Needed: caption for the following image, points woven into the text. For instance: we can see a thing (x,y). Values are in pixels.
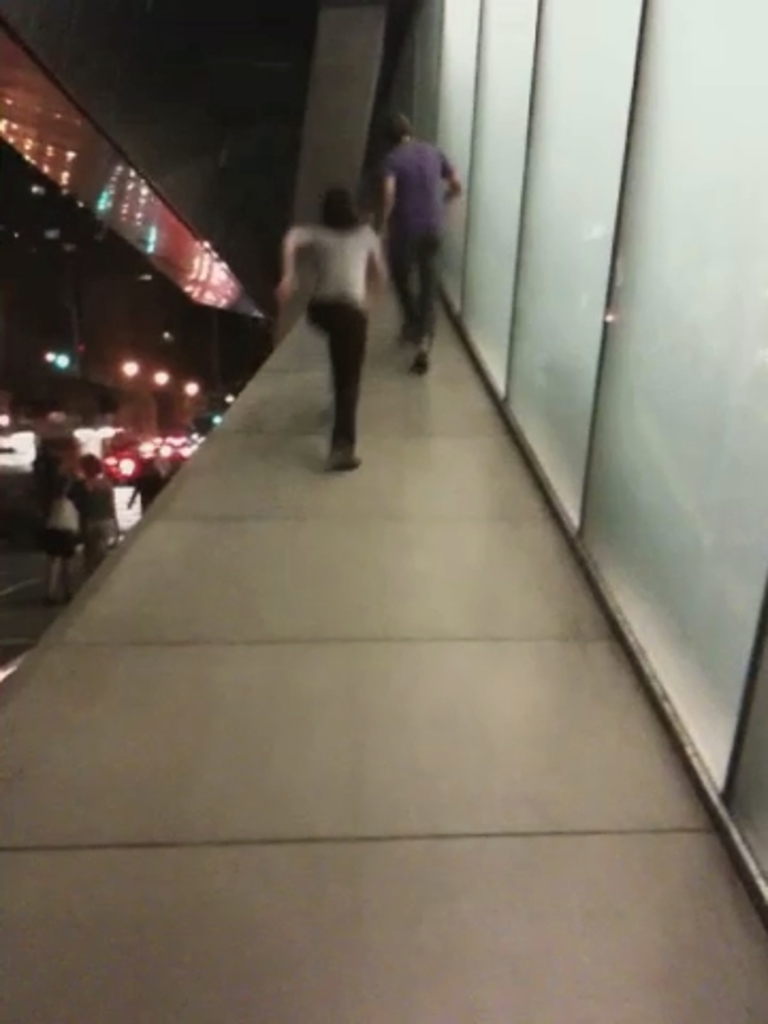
In the center of the image (469,467) there are two people (358,456) walking on the floor (273,583). On the left side of the image (83,546) there are people (82,535) walking on the road (18,573). There are lights (123,475). On the right side of the image (673,443) there are glass doors (706,623).
